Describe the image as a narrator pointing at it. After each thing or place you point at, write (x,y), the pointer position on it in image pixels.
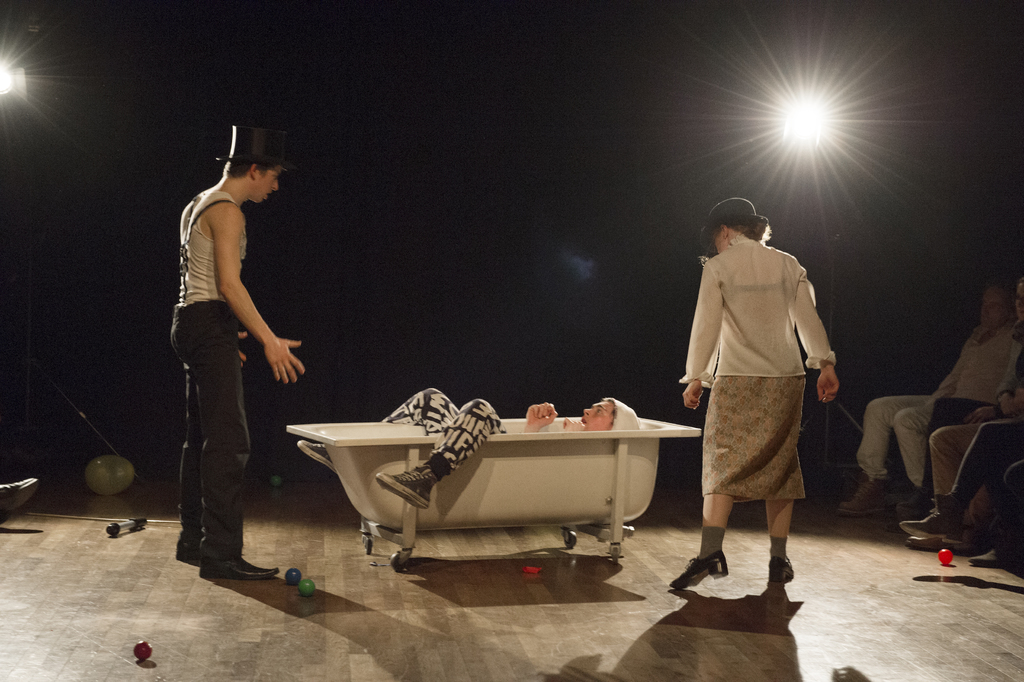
Background (867,306) portion of the picture is completely dark and we can see the lights (780,123). In this picture we can see a man (601,412) wearing shoes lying in a bathtub (543,490). At the bottom of a bathtub (587,452) we can see the wheels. On the floor (376,605) we can see colorful balls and objects (118,483). On the right side of the picture (881,410) we can see people (988,424) sitting. We can see a man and a woman (755,294) standing on the floor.
